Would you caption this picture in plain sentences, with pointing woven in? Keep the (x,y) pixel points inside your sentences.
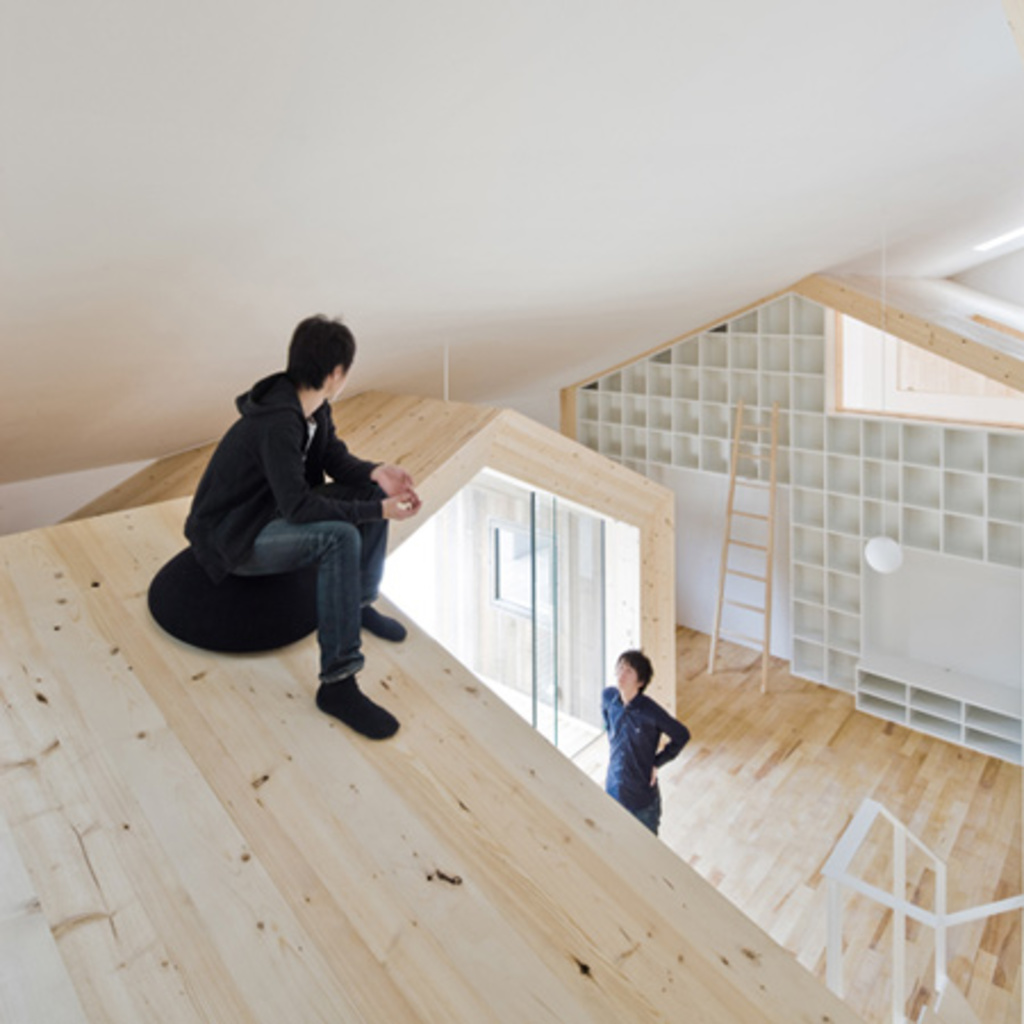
There is a person (251,447) sitting on a black color object (237,589). And the object (206,614) is on the wooden surface (216,754). Also there is another person (608,709) standing. On the right side (905,435) there is a wall (719,409) with shelves (752,450). Near to that there is a ladder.
